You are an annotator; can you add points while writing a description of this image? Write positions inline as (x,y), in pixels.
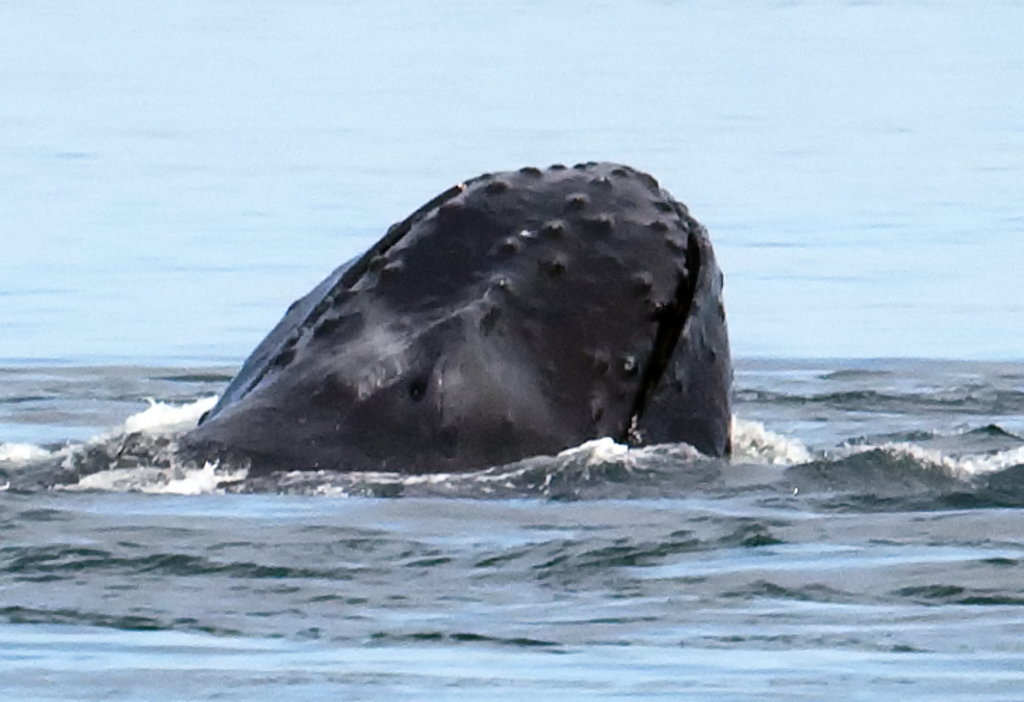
In this picture we can see an animal (411,415) in the water (747,487).
